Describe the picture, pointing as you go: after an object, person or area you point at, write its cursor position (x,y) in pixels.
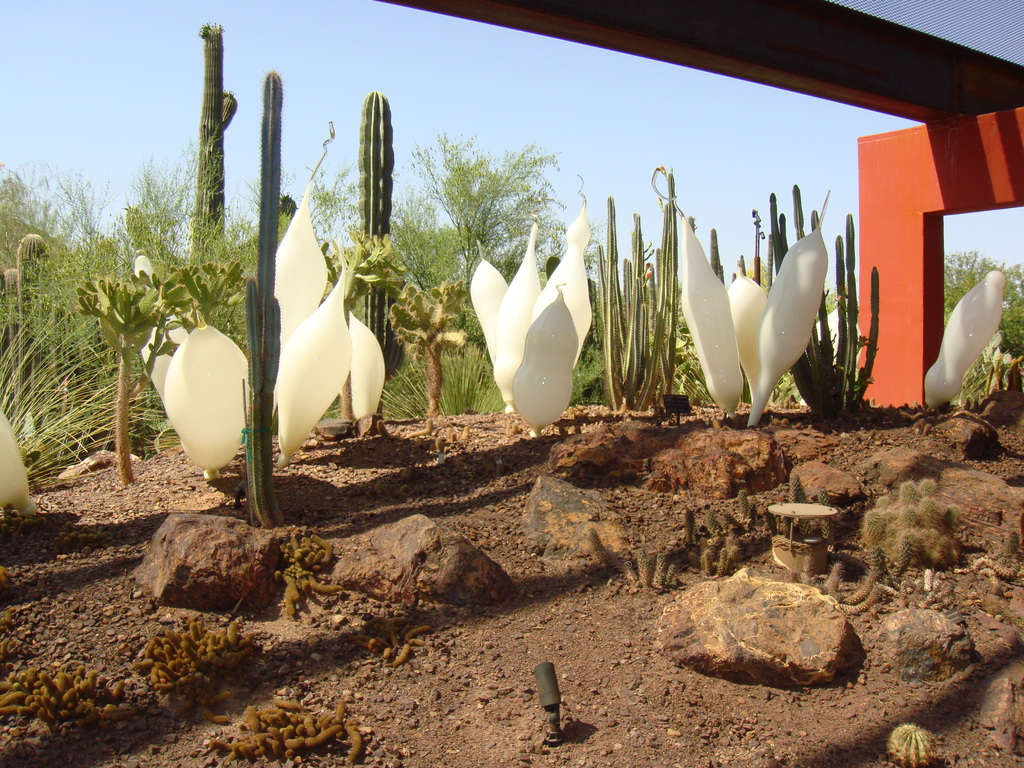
In this picture we can see cactus plants (240,262) and some other plants (189,259), at the bottom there are some stones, we can see trees (205,259) in the background (205,259), there is the sky (445,81) at the top of the picture (483,122).
